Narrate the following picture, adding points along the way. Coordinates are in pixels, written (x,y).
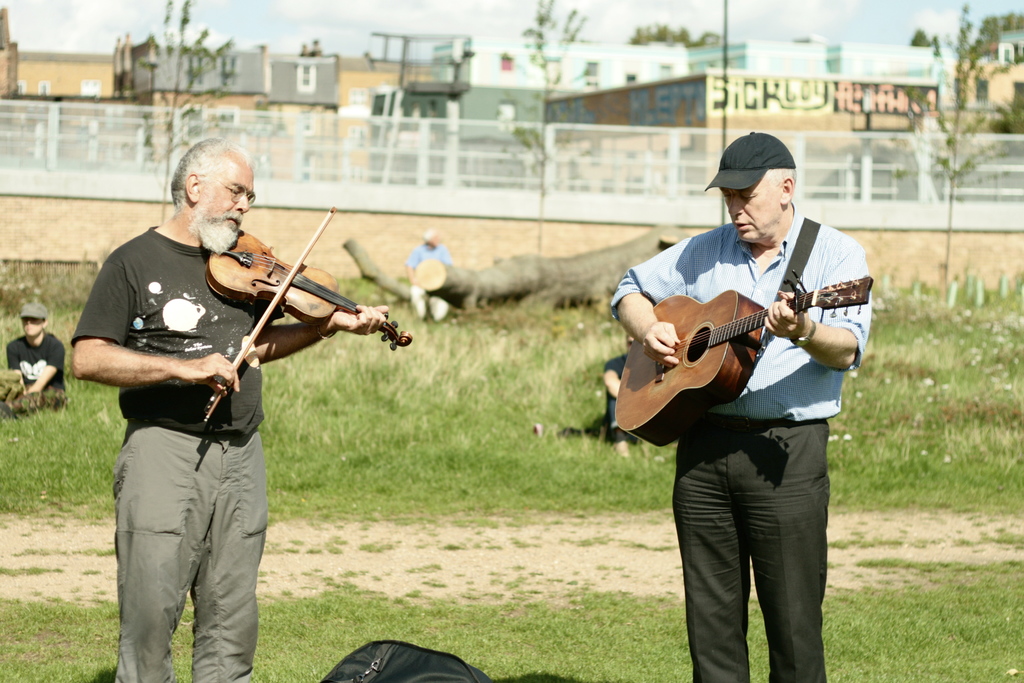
This picture is of outside. On the right (738,264) there is a man (739,266) wearing blue color shirt (786,370), standing and playing guitar (642,348). On the left (184,319) there is a man (191,339) wearing black color t-shirt (189,331), standing and playing violin (295,305). In the background (439,567) we can see the ground (484,553) full of grass (532,387) and the trunk (557,275) of a tree (516,279). There is a person (434,248) sitting on the trunk (448,280) of a tree (446,295) and there is a person (32,364) wearing black color t-shirt (44,363) and sitting on the ground (8,326) and we can see the sky (306,11), buildings (499,61) and trees (960,51).
